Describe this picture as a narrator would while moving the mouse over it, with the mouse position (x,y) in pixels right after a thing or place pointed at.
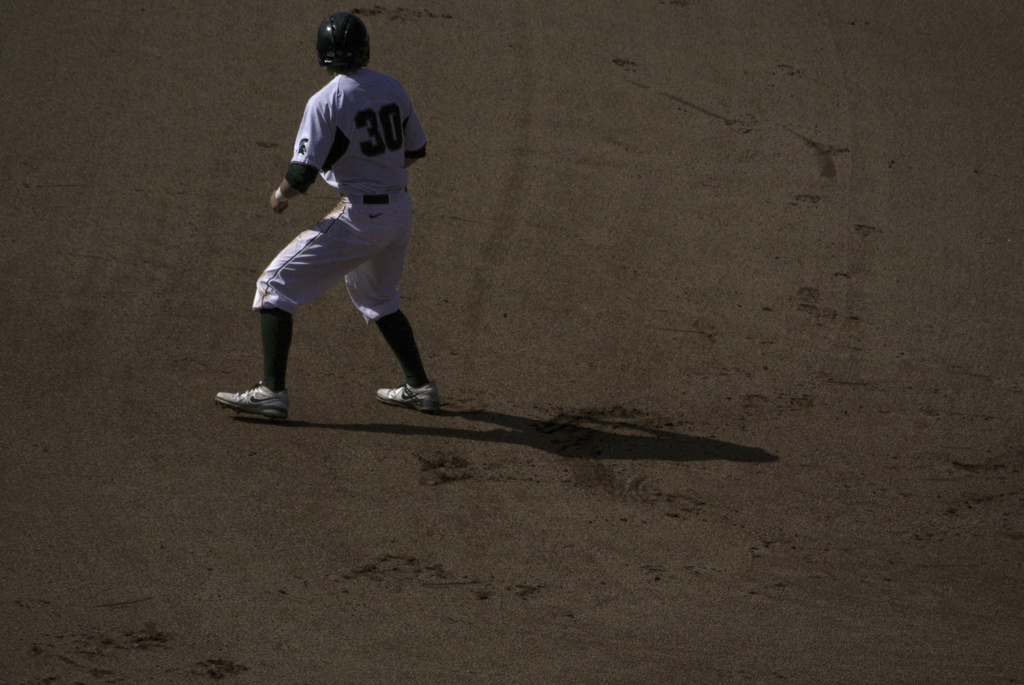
In this picture we can see a man (334,264) is standing on the path (330,397) and on the path (392,412) there is the shadow (624,442) of the man (310,161).
